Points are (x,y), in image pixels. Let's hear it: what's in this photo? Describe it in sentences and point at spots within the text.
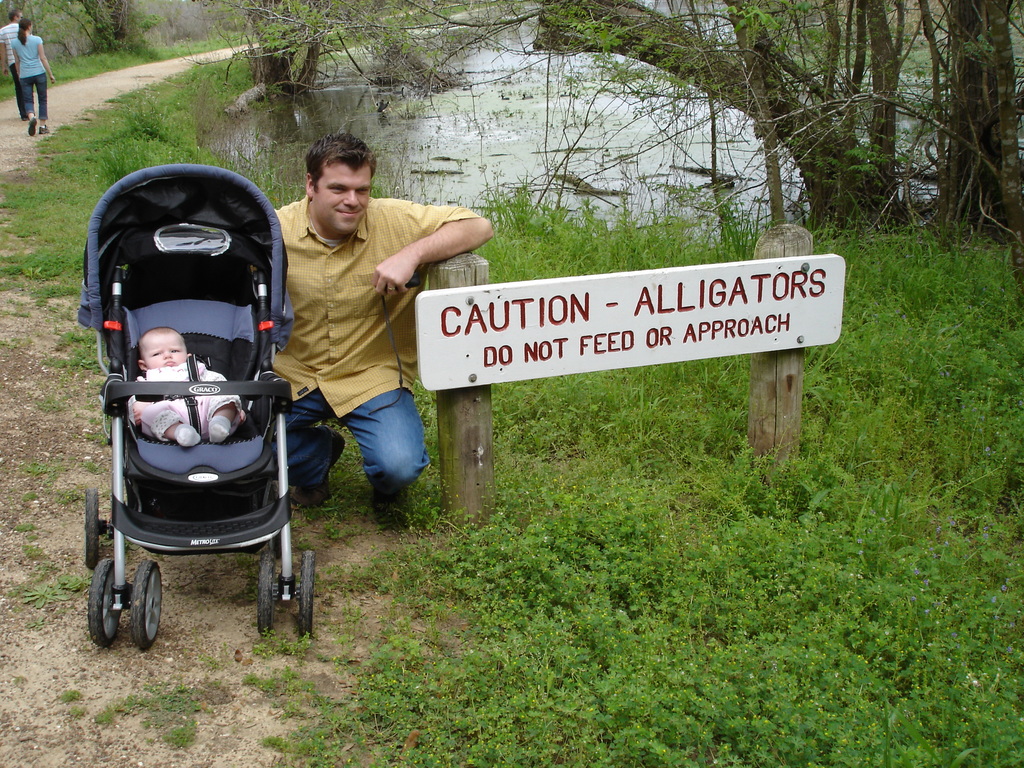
Here in this picture we can see a person (348,277) in squat position present on the ground (387,555), which is fully covered with grass (364,489) and plants (541,542) over there and beside him we can see a baby stroller (259,350) present with baby (160,412) in it and on the right side (816,314) we can see a board (472,313) present and behind him we can see a couple (43,98) walking on the road (37,112) and we can see water (365,99) present on the right side (692,144) and we can see plants (384,52) and trees (384,52) present all over there.
